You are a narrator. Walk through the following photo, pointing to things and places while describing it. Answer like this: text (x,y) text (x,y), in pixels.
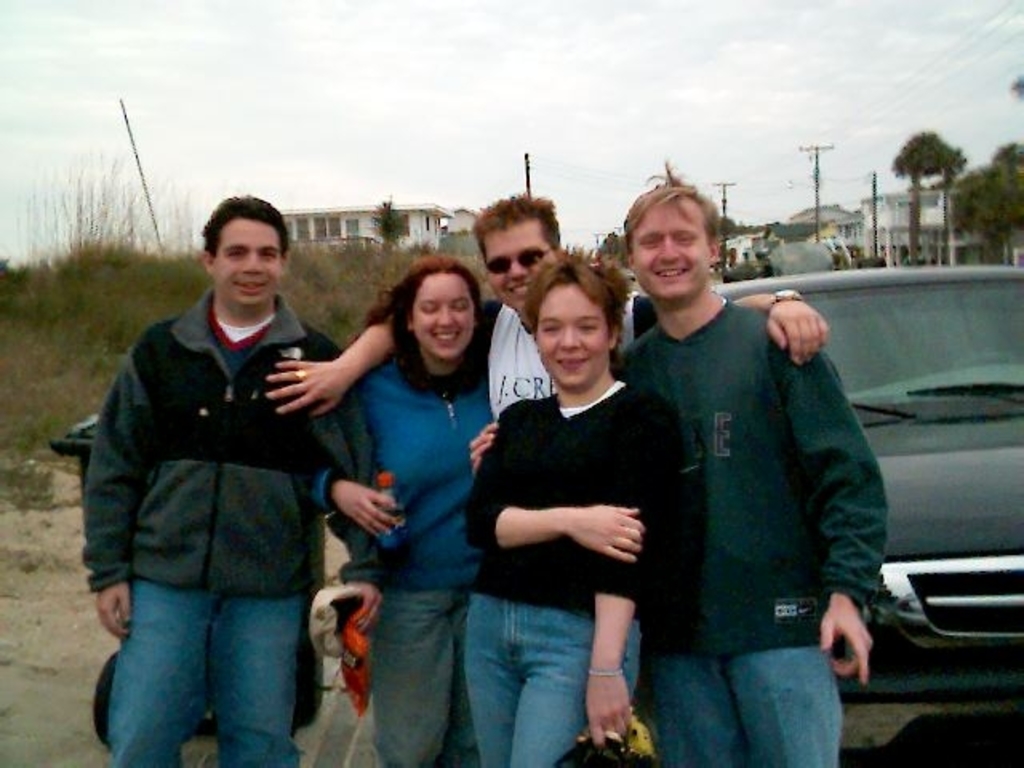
As we can see in the image there is a black color car (994,411), few people (666,398) here and there, buildings (356,213), trees (1002,252), current poles (873,214) and plants (139,306). At the top (577,71) there is sky (537,86).
